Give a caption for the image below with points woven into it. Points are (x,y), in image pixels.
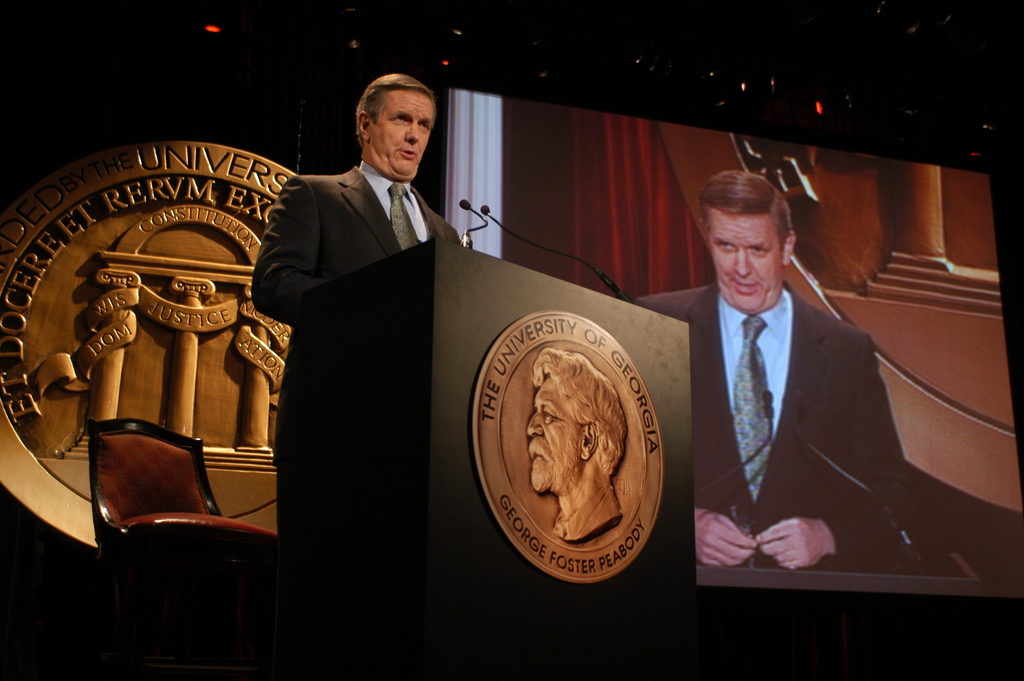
In this picture, we see man (318,238) in black blazer (336,238) and green tie (405,226) is standing near the podium (415,426) and talking something on the microphone (486,224). Behind him, we see a chair (172,510) and behind the chair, we see the symbol (126,241) of a University. On the right corner of the picture (704,547), we see the screen (717,346) on which the man (819,390) is talking on microphone (766,430).
